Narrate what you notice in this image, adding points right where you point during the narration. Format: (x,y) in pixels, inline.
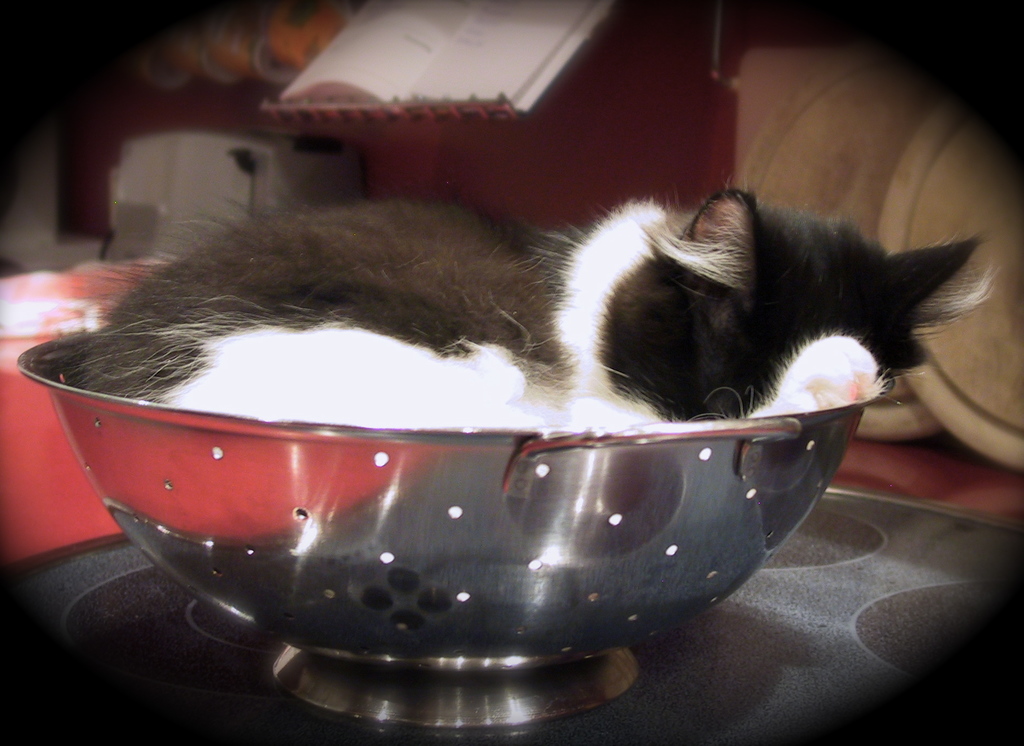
There is a black and white cat (388,360) in a vessel (315,453). There is a book (487,82) at the back (448,107) and the background (372,173) is blurred.
